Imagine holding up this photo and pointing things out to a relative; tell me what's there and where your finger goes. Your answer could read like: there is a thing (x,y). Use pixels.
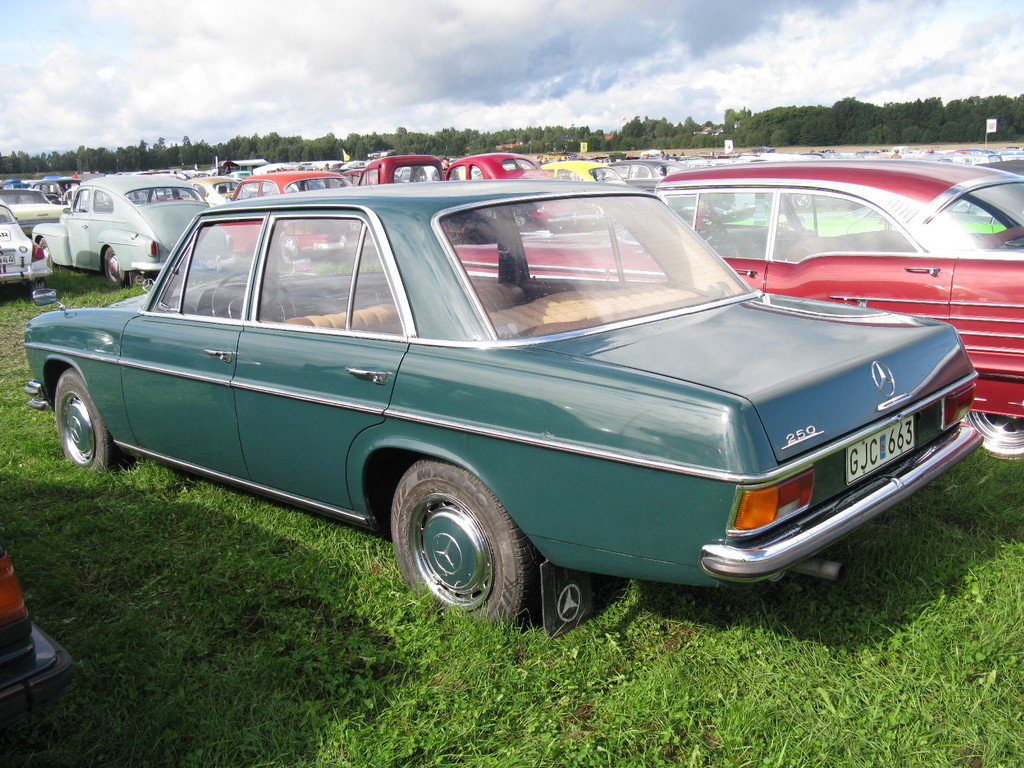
In the image there are many cars (329,369) on the grassland (270,625) and behind there are trees (108,163) and above its sky (685,45) with clouds (784,64).
